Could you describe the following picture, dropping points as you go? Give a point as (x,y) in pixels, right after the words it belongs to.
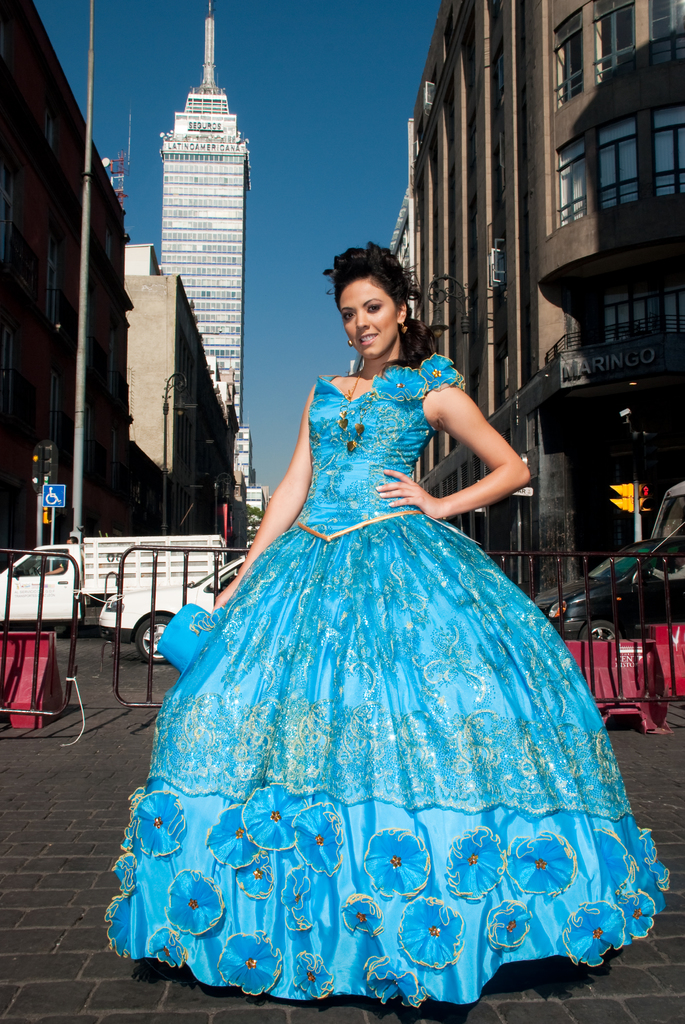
In this image we can see a woman (362,847) standing on the road (91,900), grills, barrier poles (590,670), street poles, street lights (181,388), sign boards (45,494), buildings (423,263), traffic poles (635,476), traffic signals (623,499), tower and sky (293,190).
